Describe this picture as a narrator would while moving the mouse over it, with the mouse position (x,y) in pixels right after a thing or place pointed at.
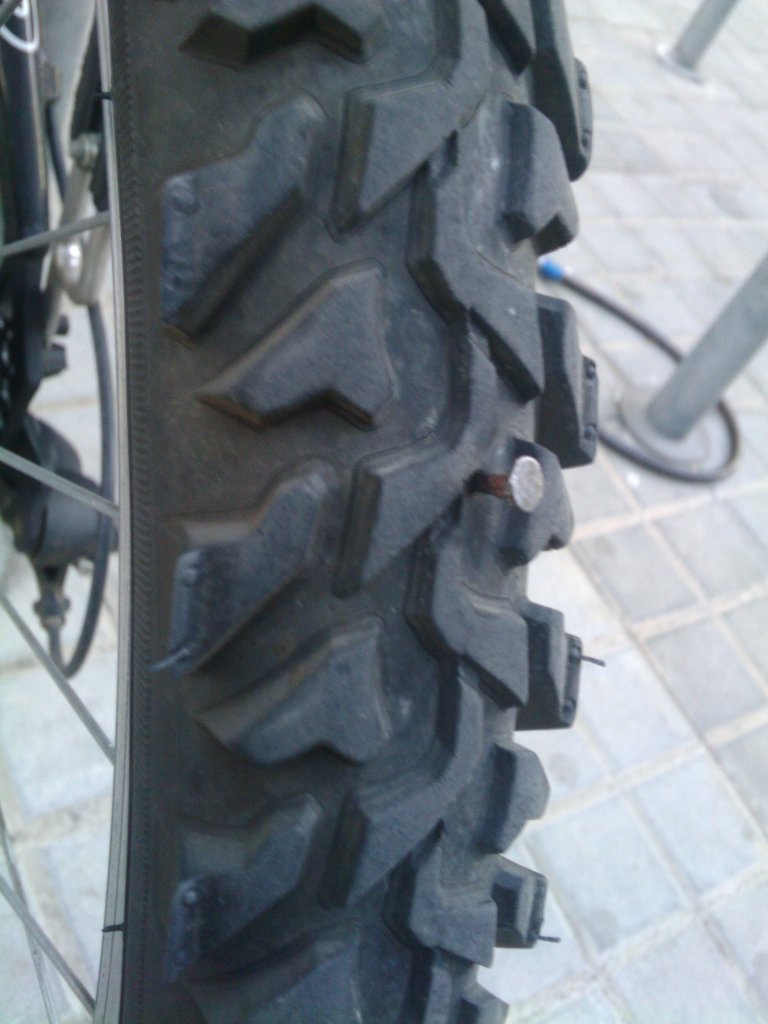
In the foreground of this picture (505,473), there is a nail (534,493) to the Tyre (371,420) of a bicycle (361,417). In the background (703,410), there is a pipe (617,316) and two poles (707,371) on the floor (633,298).
